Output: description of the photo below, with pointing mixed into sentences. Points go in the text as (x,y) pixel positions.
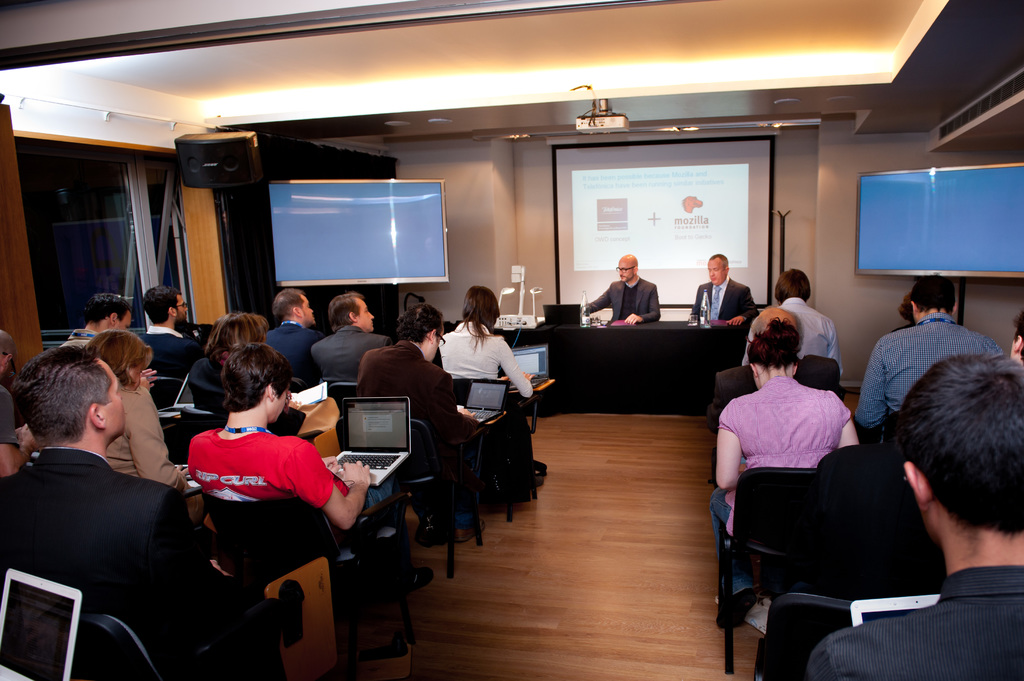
There are two persons (643,283) wearing suits (649,299) is sitting in front of a table (642,329) and there is a projector (668,226) behind them and there are group of people (432,360) sitting in front of them.
